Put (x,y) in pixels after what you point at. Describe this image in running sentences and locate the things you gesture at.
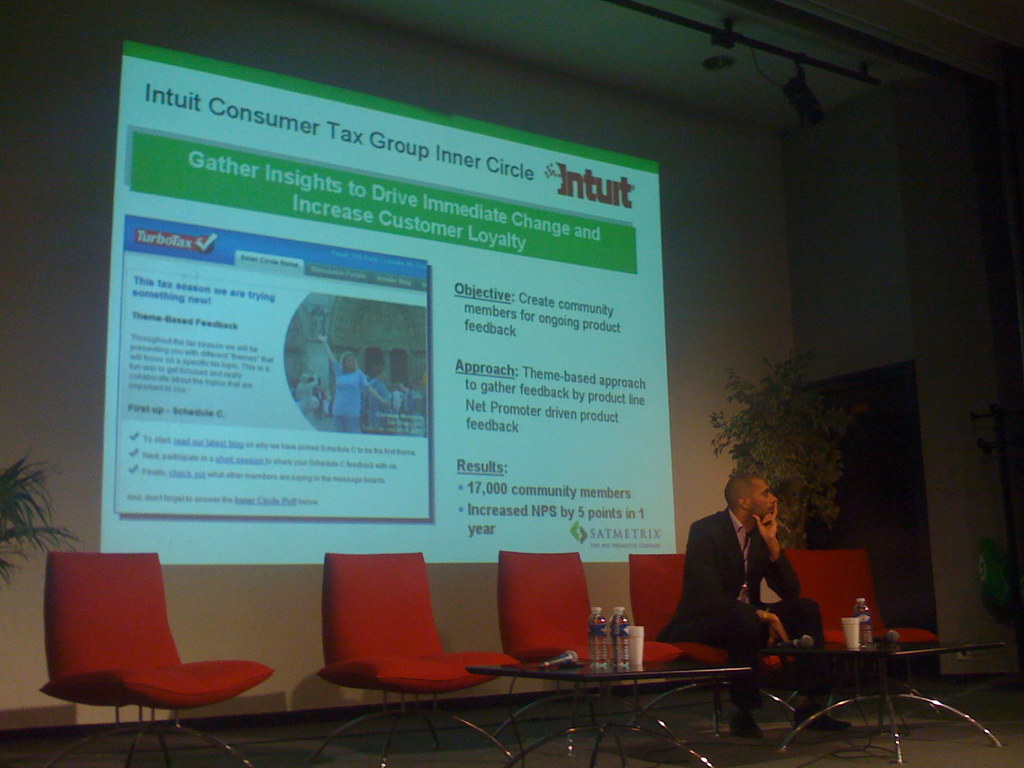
In this image there is a person (684,605) sitting in a chair (658,605), beside the person (688,591) there are empty chairs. In front of him there are bottles of water (627,655), glass (641,645) and mics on the tables (642,670). Behind the person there is a screen (453,243) on the wall (76,501). Beside the screen (478,243) there are plants (803,471) and a closed wooden door (851,376). At the top of the image (802,83) there are lamps (721,63) on the metal rods (835,64).
